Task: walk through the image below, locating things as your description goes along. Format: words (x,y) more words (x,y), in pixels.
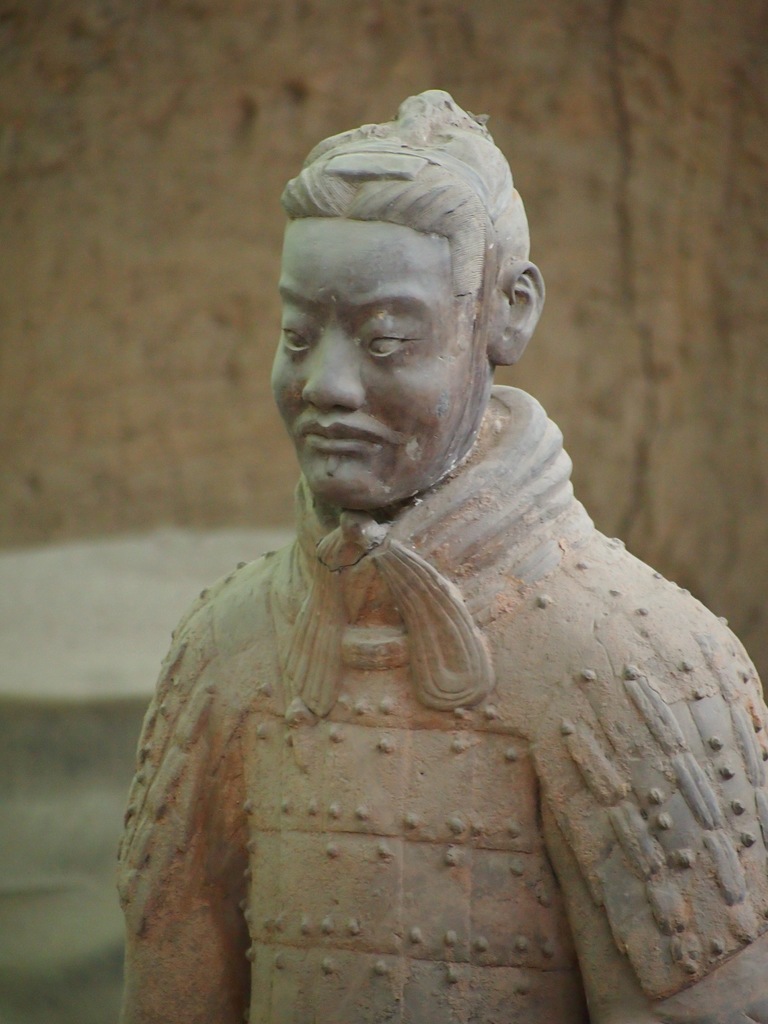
In the image we can see there is a statue (384,690) of a person (341,723).
